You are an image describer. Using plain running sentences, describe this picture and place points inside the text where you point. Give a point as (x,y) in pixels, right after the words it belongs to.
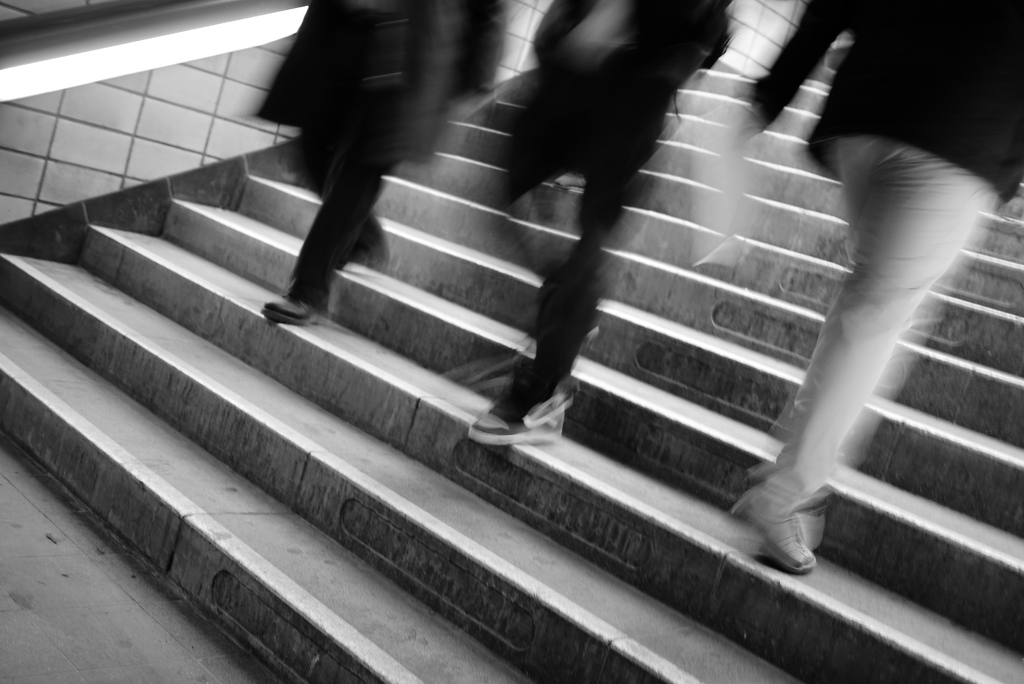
This is a black and white picture. Here we can see three persons (573,344) on the steps (317,442).
